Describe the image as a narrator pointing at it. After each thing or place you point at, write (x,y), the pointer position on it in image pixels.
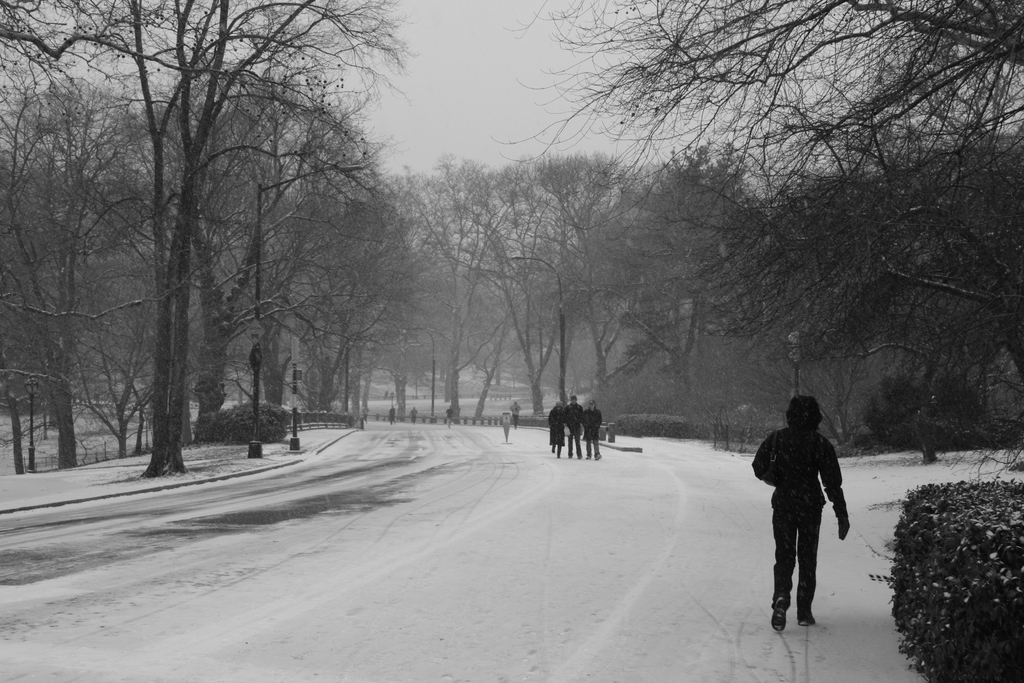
It is a black and white image, there is a land (440,440) covered with a lot of snow (649,457) and few people (591,415) were walking on that land (594,493) and around that place (459,567) there are many trees (591,280).
